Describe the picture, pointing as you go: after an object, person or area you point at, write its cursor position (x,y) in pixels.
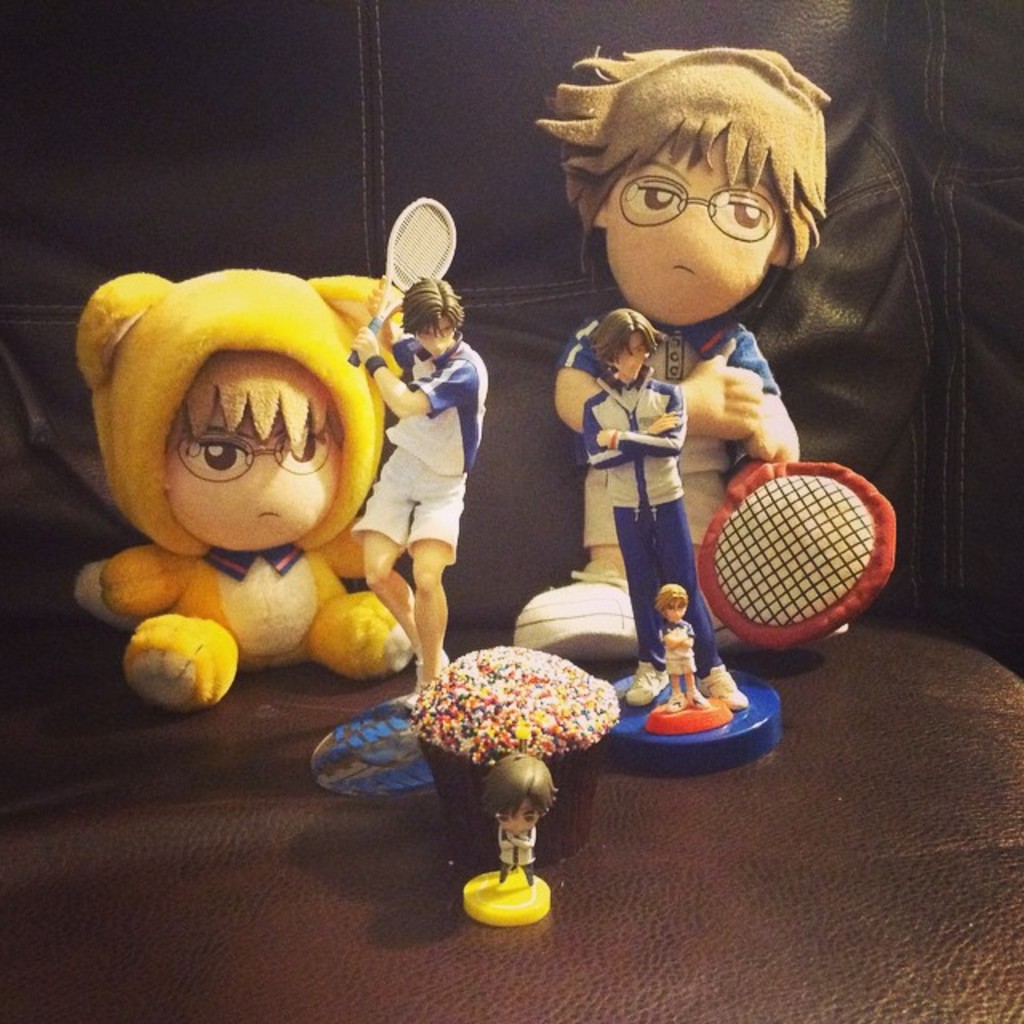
In this image, I can see toys (385,569) on a sofa (956,655). This picture might be taken in a room (572,732).
